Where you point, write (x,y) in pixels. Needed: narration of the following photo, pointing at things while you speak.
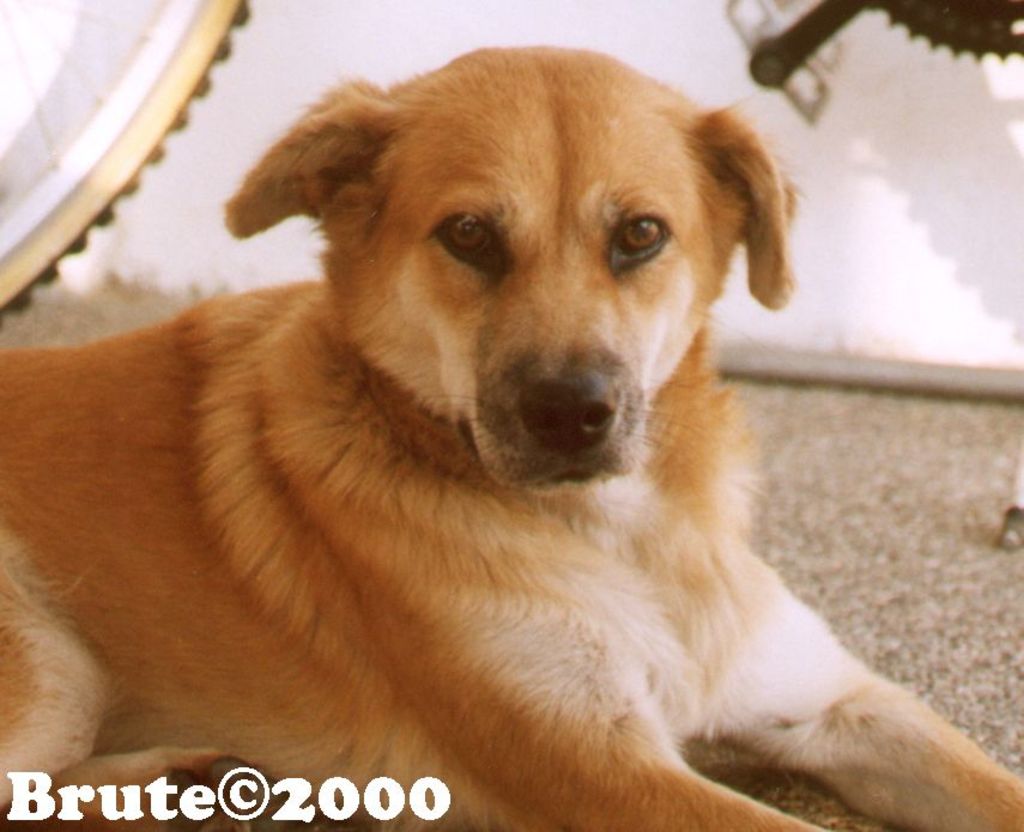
In this image we can see a dog (530,573). There is a bicycle (938,15) in the image. There is some text (345,787) at the bottom left side of the image (248,820).
